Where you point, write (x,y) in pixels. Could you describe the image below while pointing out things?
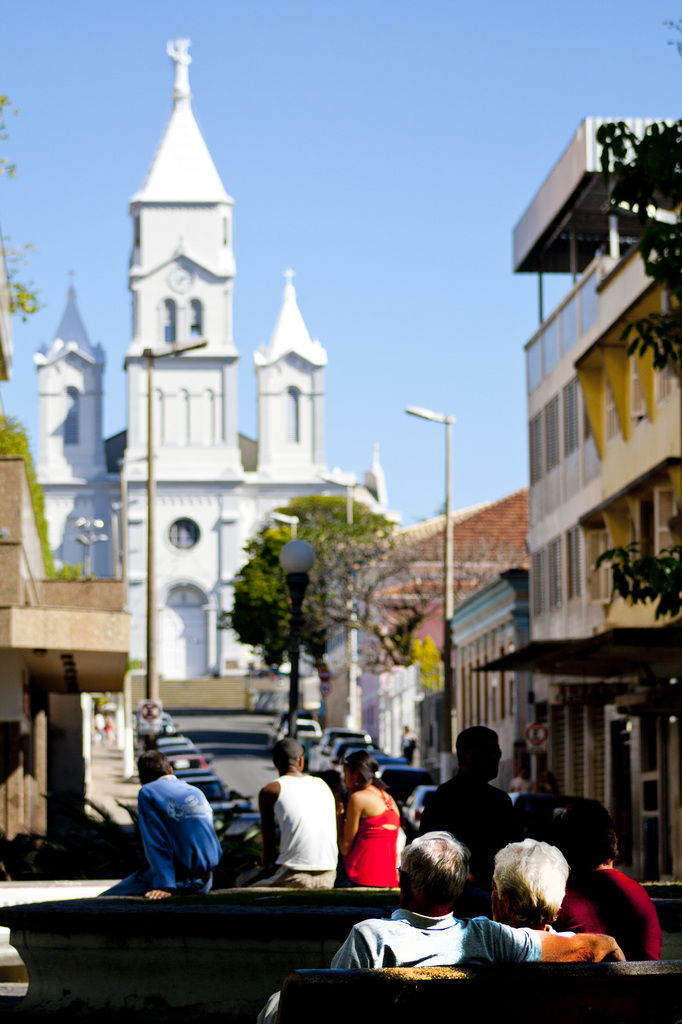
In this picture, we can see buildings (267,514) with windows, poles (129,746), lights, a few vehicles (335,750), and a few people (481,867) on benches (409,976), we can see trees (23,451) and the sky (467,225).
